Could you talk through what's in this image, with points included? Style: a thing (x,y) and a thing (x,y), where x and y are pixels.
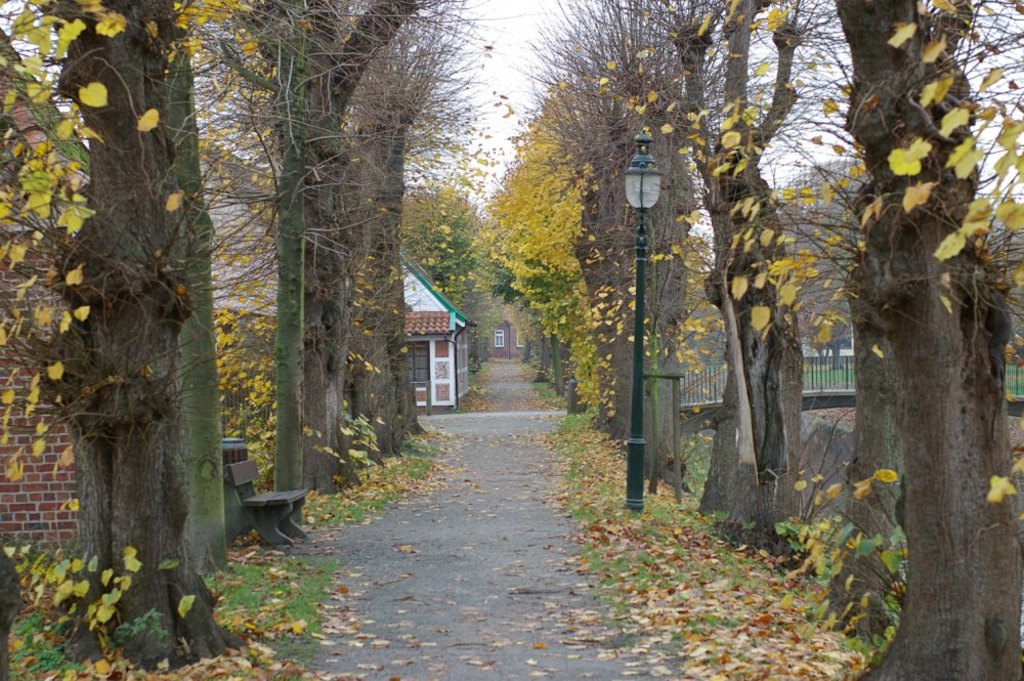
This image consists of many trees (677,230). In the middle (510,391), there is a road (535,522). In the background (443,341), there is a house (518,349). On the right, we can see a fencing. And there are leaves (770,616) on the road (440,561).
